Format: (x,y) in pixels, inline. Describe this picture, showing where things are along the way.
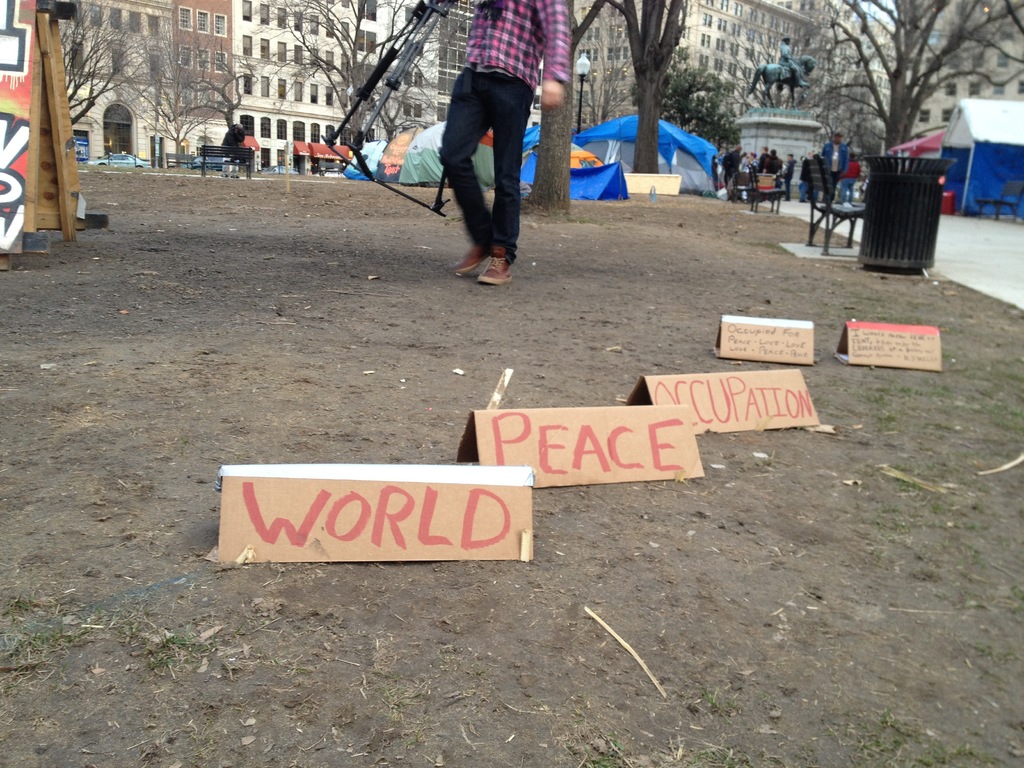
In this image we can see cardboard pieces (392,513) with some text (624,464) on the land (847,587). There is a person (470,114) walking on the land (441,307). Behind the person (500,153), we can see dry trees (912,48), statue (802,76), chairs (816,189), tents (989,120), buildings (765,22) and one wooden thing (46,136). There is a black color dustbin (886,225) on the right side of the image (924,225).
